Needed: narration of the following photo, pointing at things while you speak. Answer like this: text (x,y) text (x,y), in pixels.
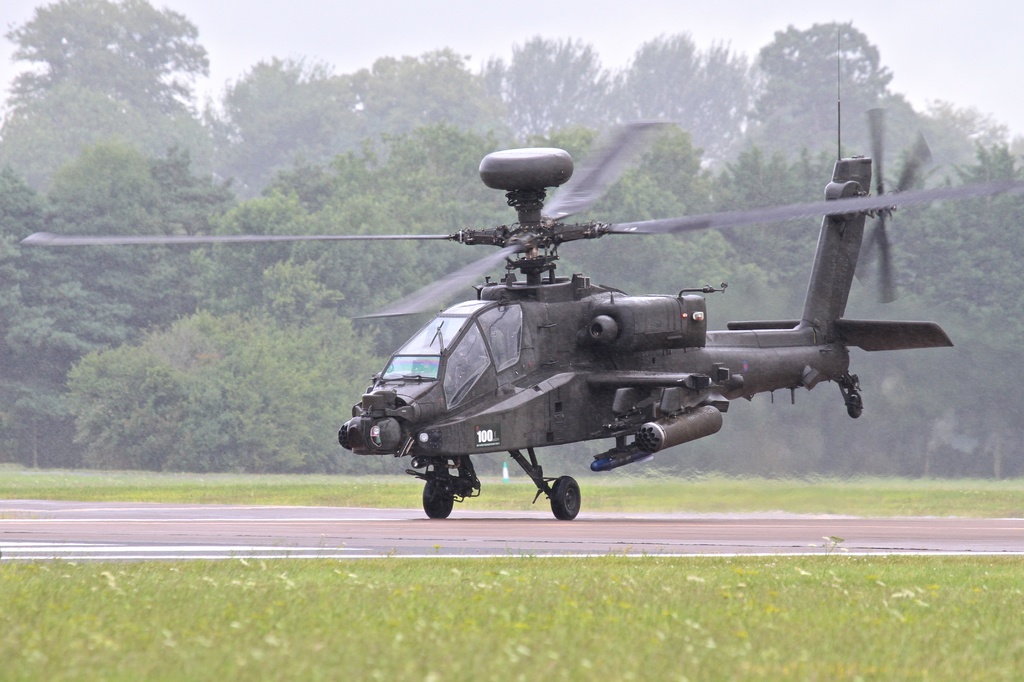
This is an outside view. At the bottom (453,618), I can see the grass (469,644). In the middle of the image (583,290) there is a helicopter (493,332) on the ground (326,534). In the background (202,167) there are many trees (279,127). At the top of the image (380,22) I can see the sky (316,22).
